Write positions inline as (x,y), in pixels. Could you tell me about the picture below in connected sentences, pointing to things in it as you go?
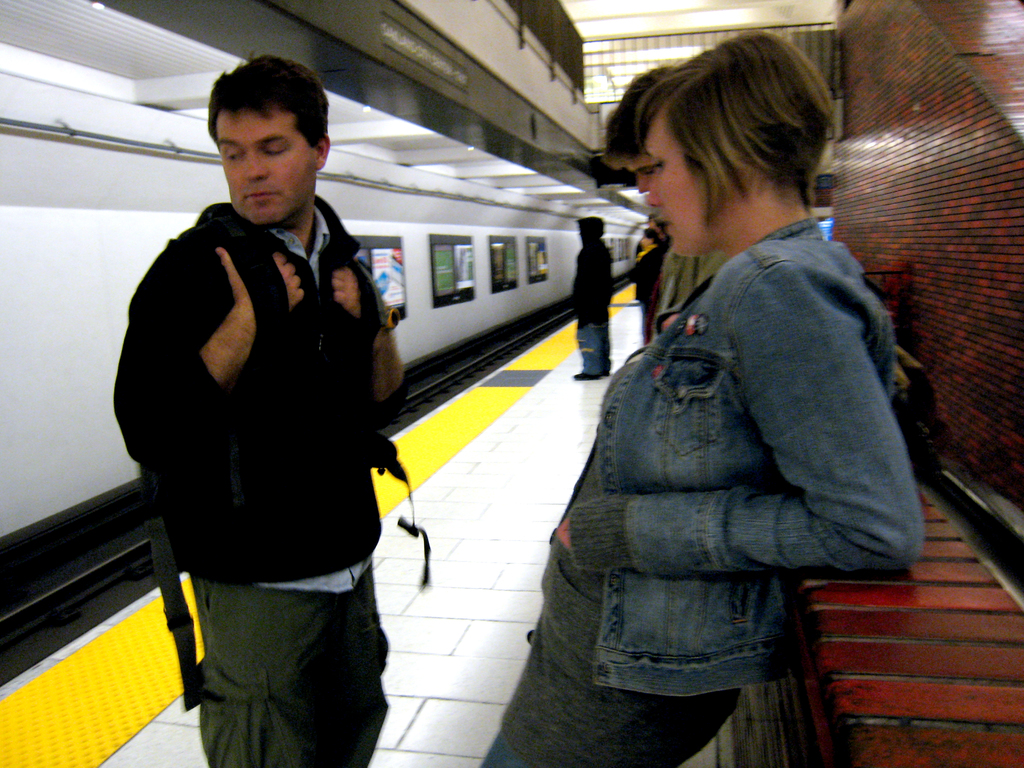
In this picture we can observe some people (654,300) standing on the platform (400,574). There are some men (301,391) and women (655,451) standing. There is a wall (134,276) behind the railway track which is in white color. We can observe some posters (383,284) on the wall (408,277).
